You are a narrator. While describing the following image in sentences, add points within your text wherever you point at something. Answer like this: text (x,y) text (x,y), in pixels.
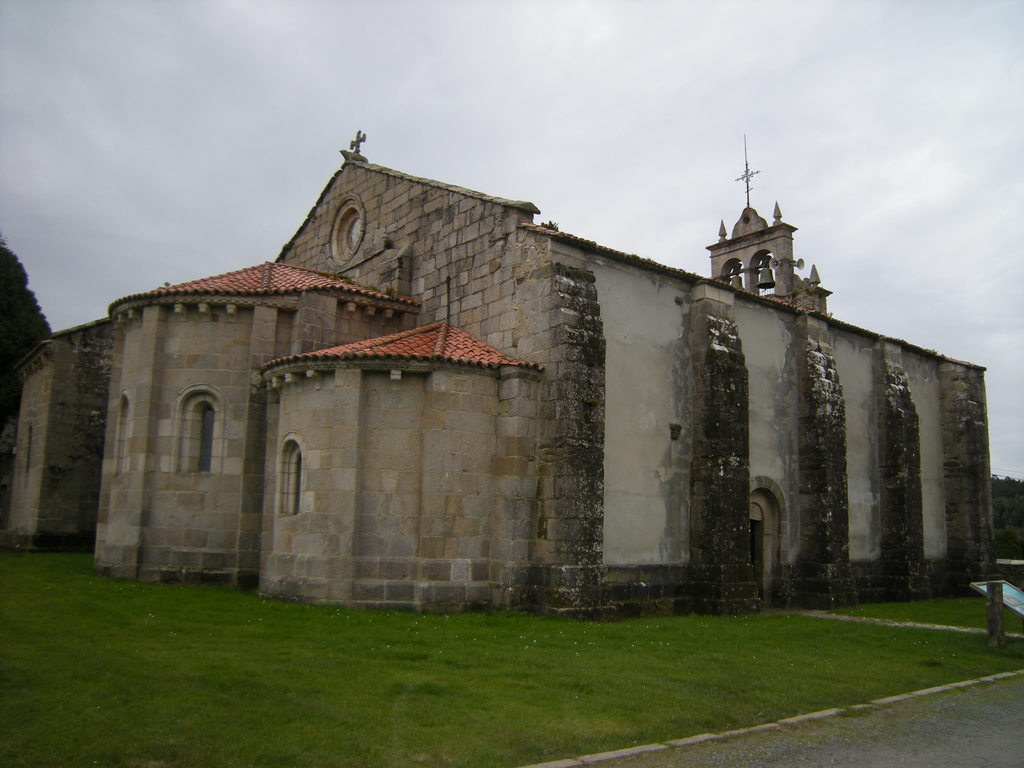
In this image I can see a building (475,442) which is white, black and brown in color and I can see its roof (432,345) which is orange in color. I can see some grass (183,621) and the path (893,730). In the background (18,273) I can see a tree (27,319) and the sky (267,102).
